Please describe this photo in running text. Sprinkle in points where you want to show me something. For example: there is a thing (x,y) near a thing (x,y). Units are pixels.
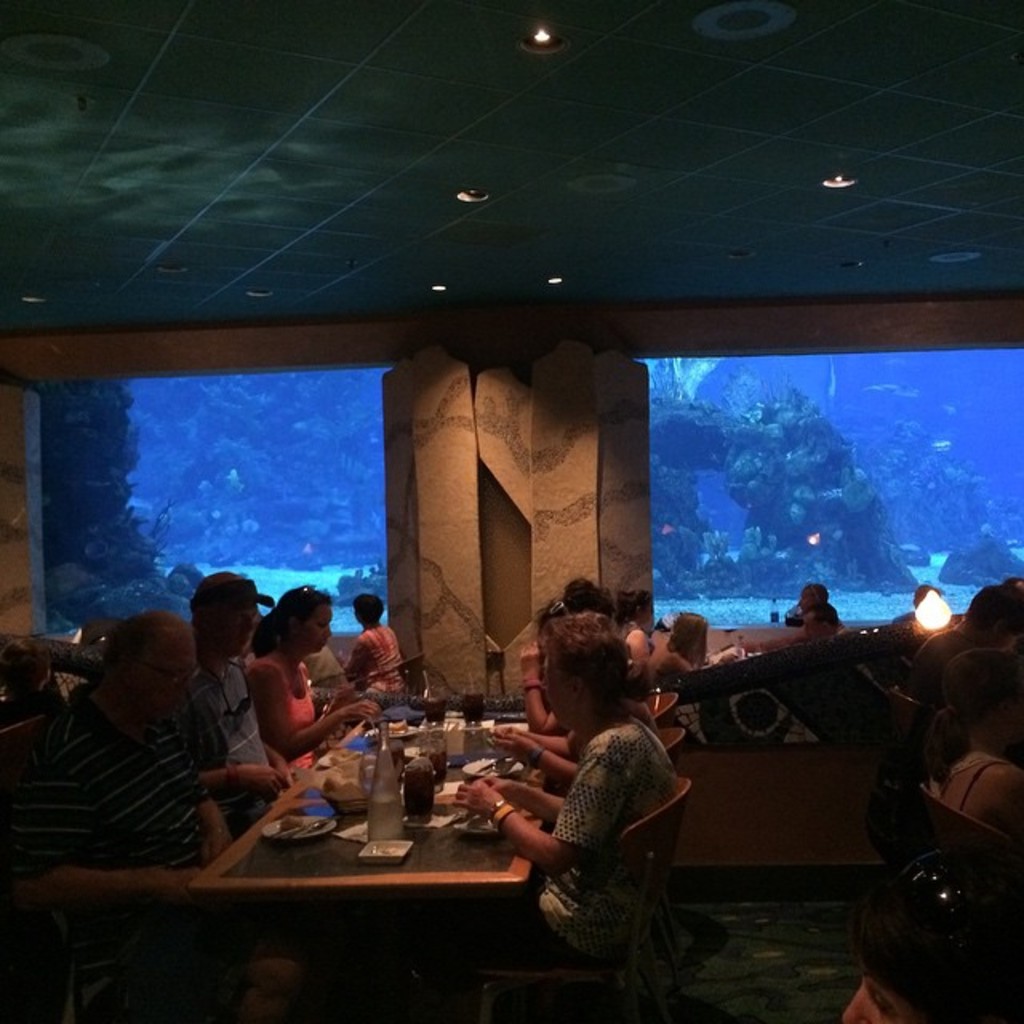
In this picture there is a dining table (398,864) in the center of the image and there are people (563,718) on the right (988,799) and left side of the image (112,698) and there are other people (963,659) on the right side of the image (1019,685).
